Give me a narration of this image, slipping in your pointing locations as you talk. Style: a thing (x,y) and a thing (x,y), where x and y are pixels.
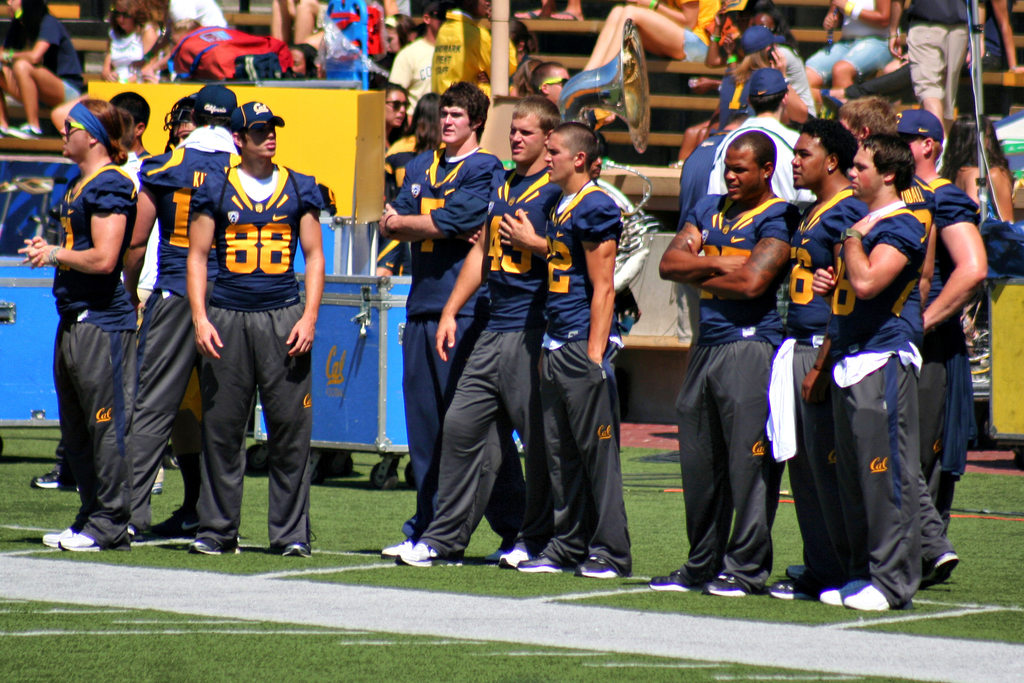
This image is taken outdoors. At the bottom of the image (228,568) there is a ground (310,589) with grass (185,561) on it. In the middle of the image (516,339) a few people (491,294) are standing on the ground (314,491). In the background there is a wall (682,319). There are many benches (85,82). Many people (129,47) are sitting on the benches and a few are standing.
